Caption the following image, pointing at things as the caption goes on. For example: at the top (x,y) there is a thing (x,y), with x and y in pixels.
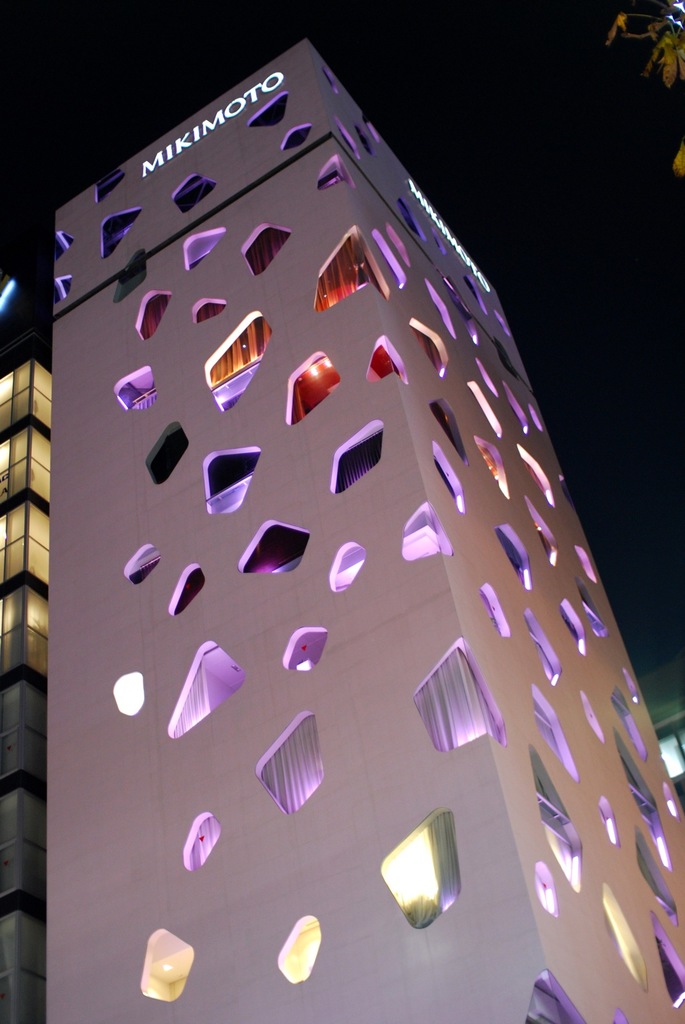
In the foreground of this image (106,939), there are two buildings (61,970). On the top (539,93), there is the dark sky (609,74) and a tree (664,39) on the top right corner (633,55).
